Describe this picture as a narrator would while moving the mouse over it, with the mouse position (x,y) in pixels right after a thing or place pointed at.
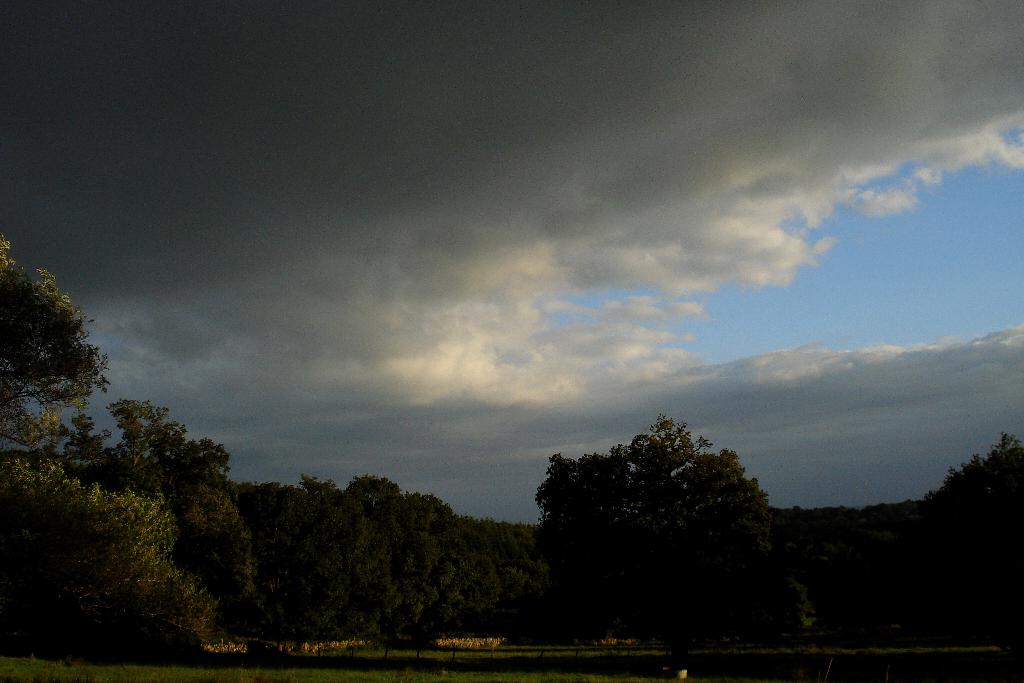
At the bottom (379,512) there are green trees (557,558), at the top (560,201) it is the cloudy sky (607,264).
